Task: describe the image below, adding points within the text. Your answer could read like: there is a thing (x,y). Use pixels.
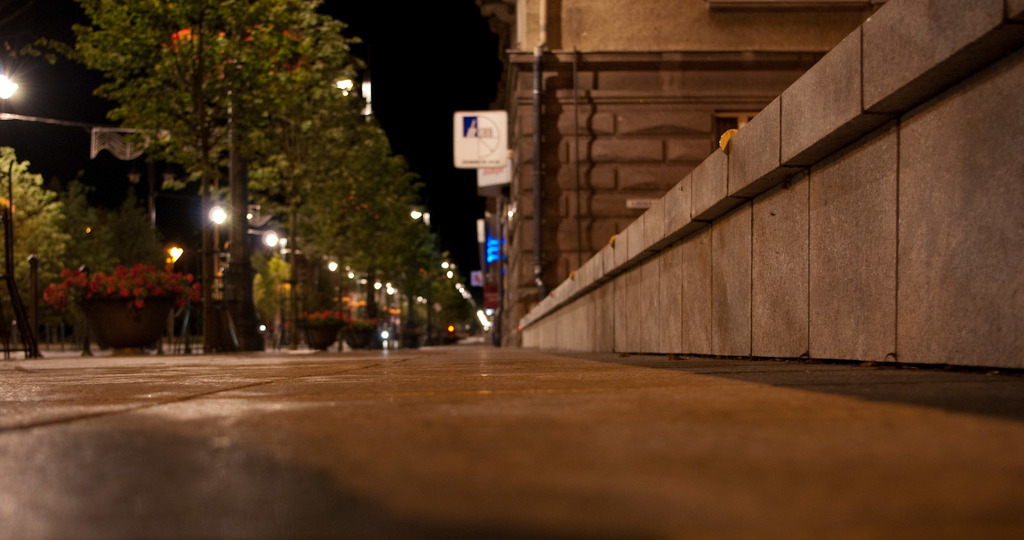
This is an image clicked in the dark. At the bottom (296,427), I can see the road (523,388). On the right side (877,256) there is a wall (790,269) and a building (572,161). On the left side (326,163) there are many trees (303,177) and light poles (233,276). The background (428,108) is dark.
